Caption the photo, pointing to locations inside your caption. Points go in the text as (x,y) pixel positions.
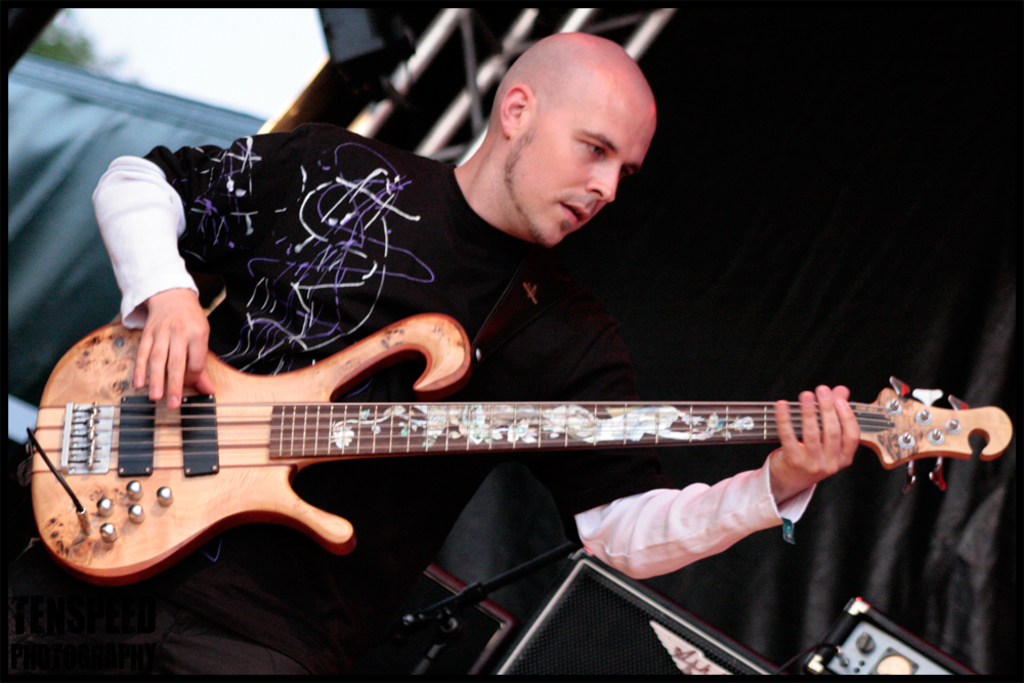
In the picture I can see a person (392,256) standing and playing guitar (485,418) in his hands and there are few other objects (673,632) behind them and the background (952,180) is in black color.
